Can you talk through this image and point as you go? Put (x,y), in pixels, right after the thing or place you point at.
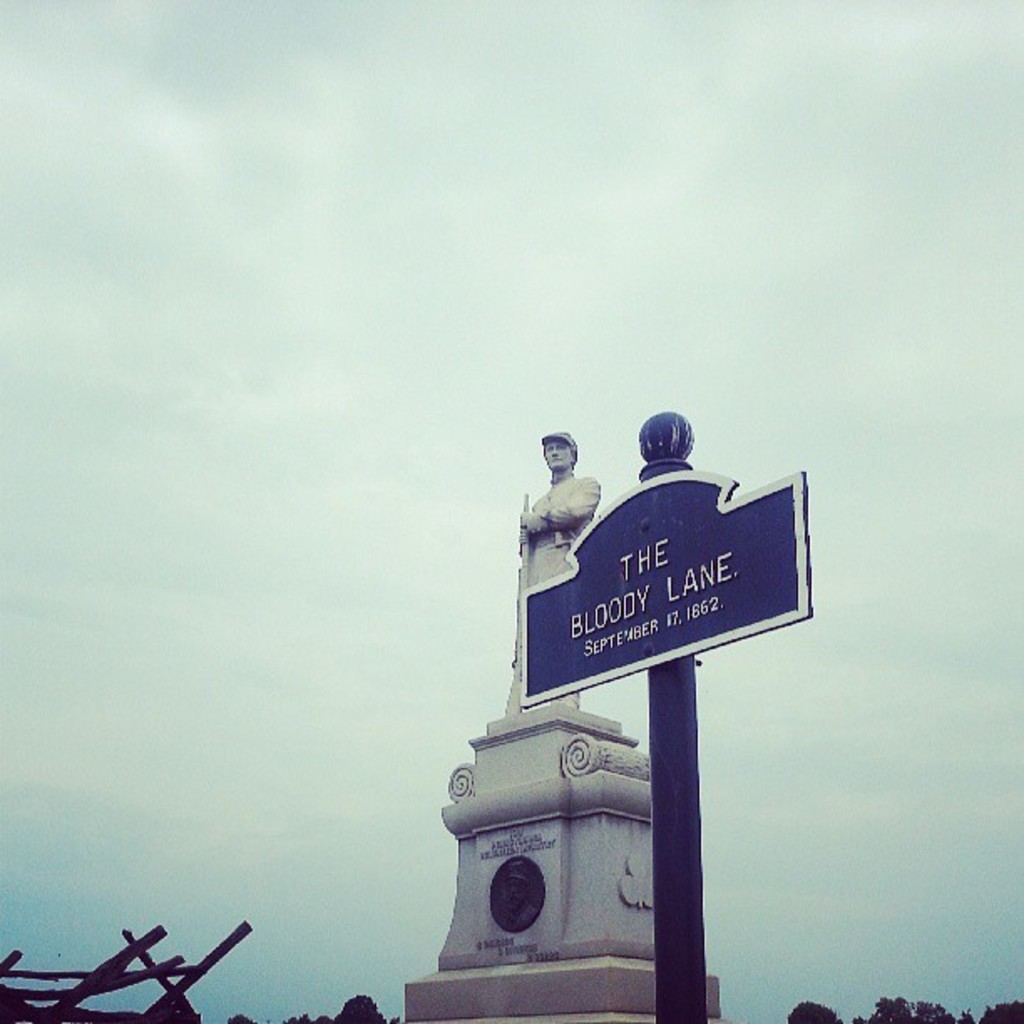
In this image, we can see a name board (682,638) with pole (683,746), statue (584,753). At the bottom (180,986), of the image, we can see some sticks (171,995) and trees (1009,1013). Background (19,667) there is a sky (453,551).
